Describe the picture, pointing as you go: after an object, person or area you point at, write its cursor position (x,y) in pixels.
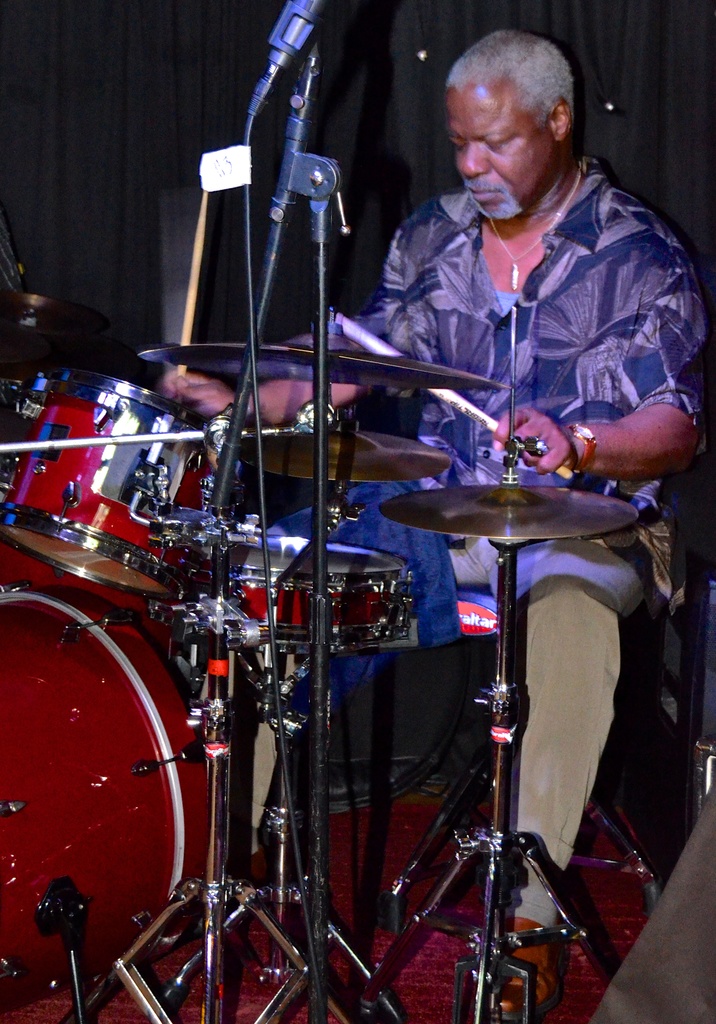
In this picture we can observe a person (487,354) sitting in front of the drums (144,673) and playing them. The person (383,330) is holding sticks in his hands (532,463). He is wearing a shirt (537,356). We can observe a mic (285,56) and a stand (274,205). In the background (108,146) there is a black color curtain (130,85).
